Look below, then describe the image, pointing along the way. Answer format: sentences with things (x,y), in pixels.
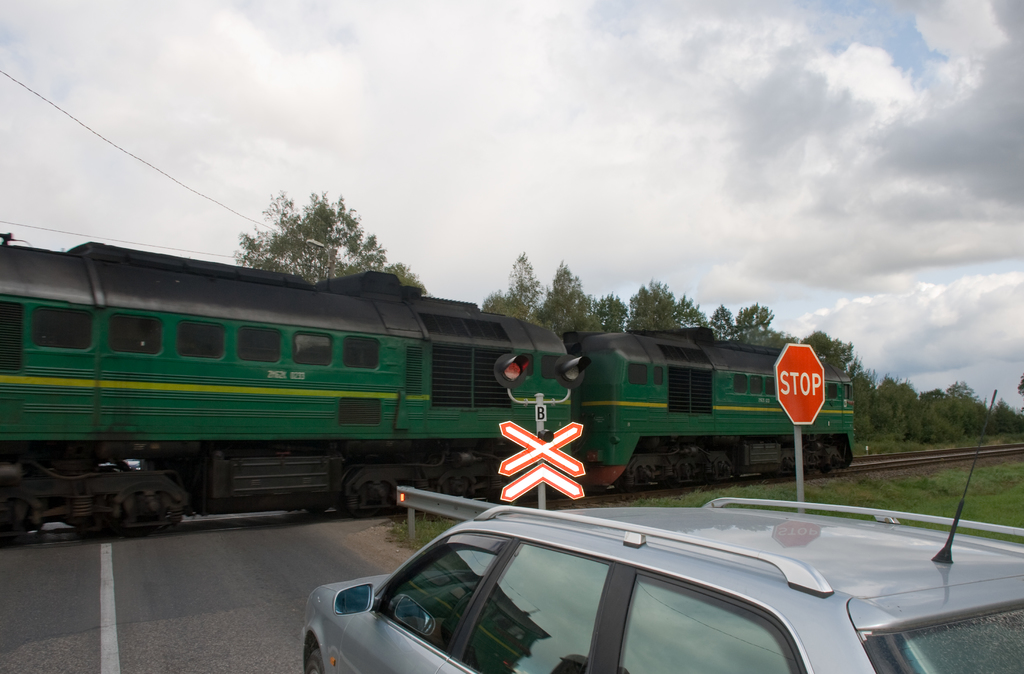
In this image there is a car (504,627) on the road (196,599) and beside the car (766,522) there is a signal (800,375) and in front of the car (521,512) there is a traffic signal (545,416). At the right side of the image (920,494) there is a grass (995,495) on the surface (994,494) and at the back side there are trees (304,249) and in the center (407,420) there is a train (561,424) on railway track (865,462) and at the top of the image (667,155) there is sky (554,118).
